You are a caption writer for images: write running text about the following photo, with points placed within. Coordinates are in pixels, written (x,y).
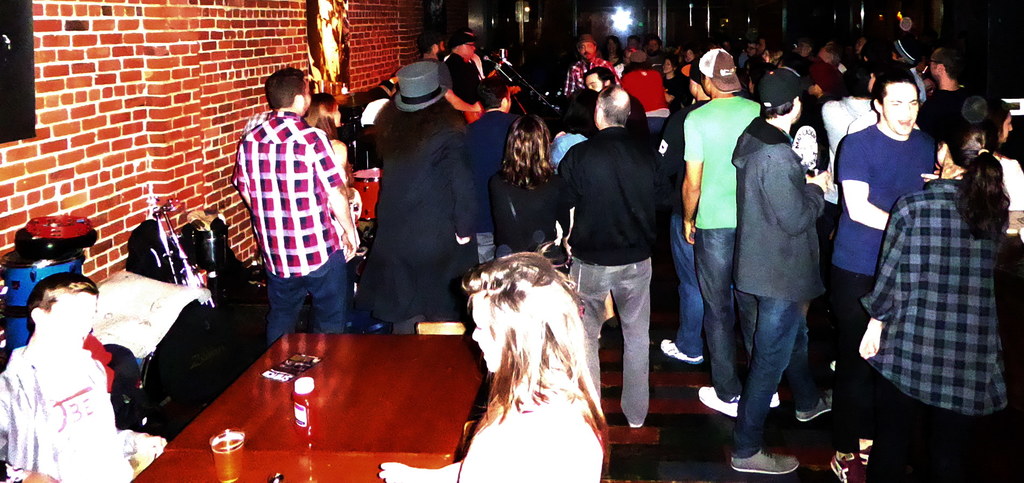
This picture describe about the big party hall (199,86). In front (447,252) we can see group of a boys and girls (455,87) standing and discussing something. In front (386,457) we can see wooden table (383,403) on which girl (559,478) and boy (141,440) is sitting. Behind we can see big red color brick wall (154,82).
